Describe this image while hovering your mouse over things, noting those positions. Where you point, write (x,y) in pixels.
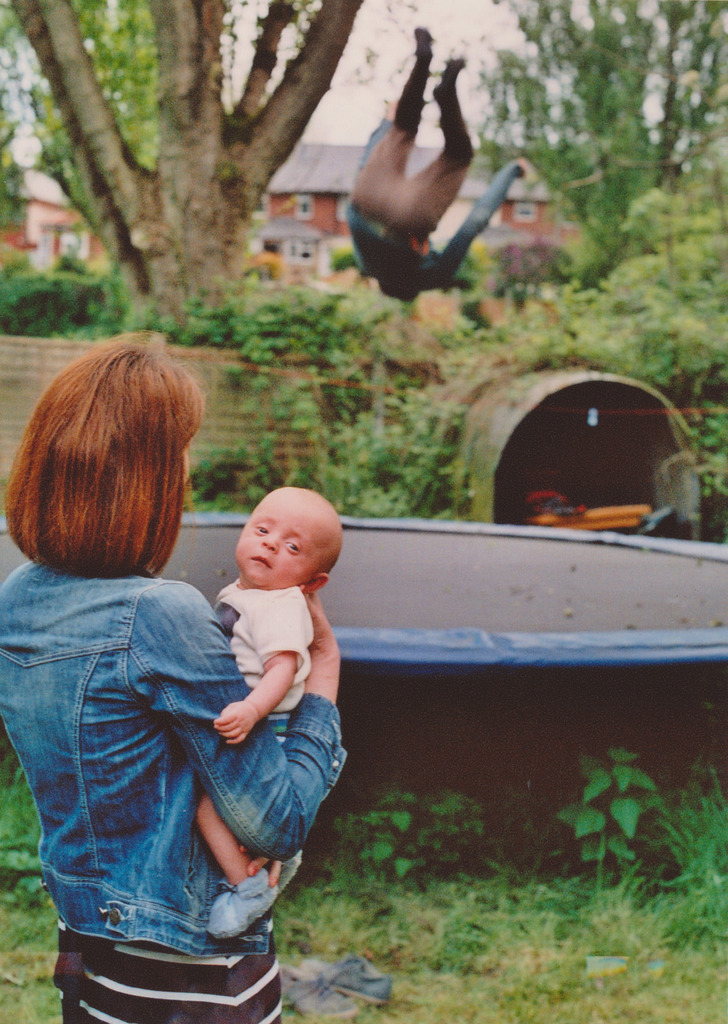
In this image I can see two people (134,787). In-front of these people (155,726) I can see an another person (443,191) in the air and there is an object (381,577). In the background (198,181) I can see the plants (364,450), many trees (173,27), building (273,244) and the sky (361,63).
